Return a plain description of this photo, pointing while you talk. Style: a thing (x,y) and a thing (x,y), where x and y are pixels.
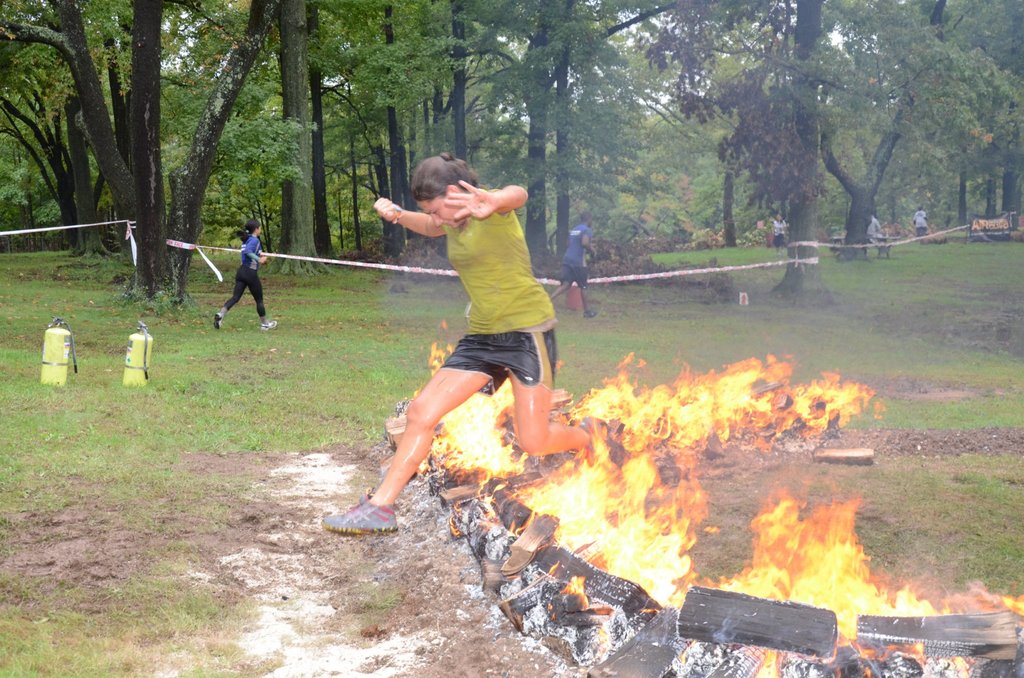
In the foreground of this picture (450,445), there is a woman (519,282) jumping up from a fire (561,526). In the background (361,383), there are persons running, grass (312,333), cylinders (142,353) and trees (192,163).
